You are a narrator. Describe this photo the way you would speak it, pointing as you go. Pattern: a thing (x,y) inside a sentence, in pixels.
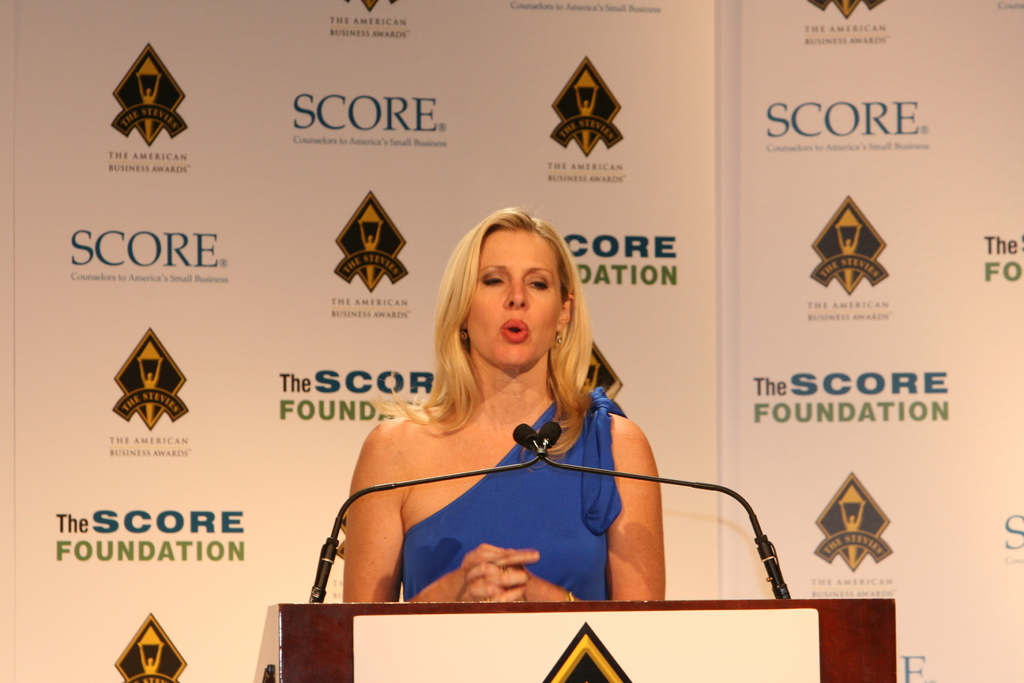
In the image we can see there is a woman (486,400) standing near the podium (491,642) and there are two mics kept on the podium (499,666). Behind there is a banner (347,257) and its written ¨Score¨ on the banner (205,305).
